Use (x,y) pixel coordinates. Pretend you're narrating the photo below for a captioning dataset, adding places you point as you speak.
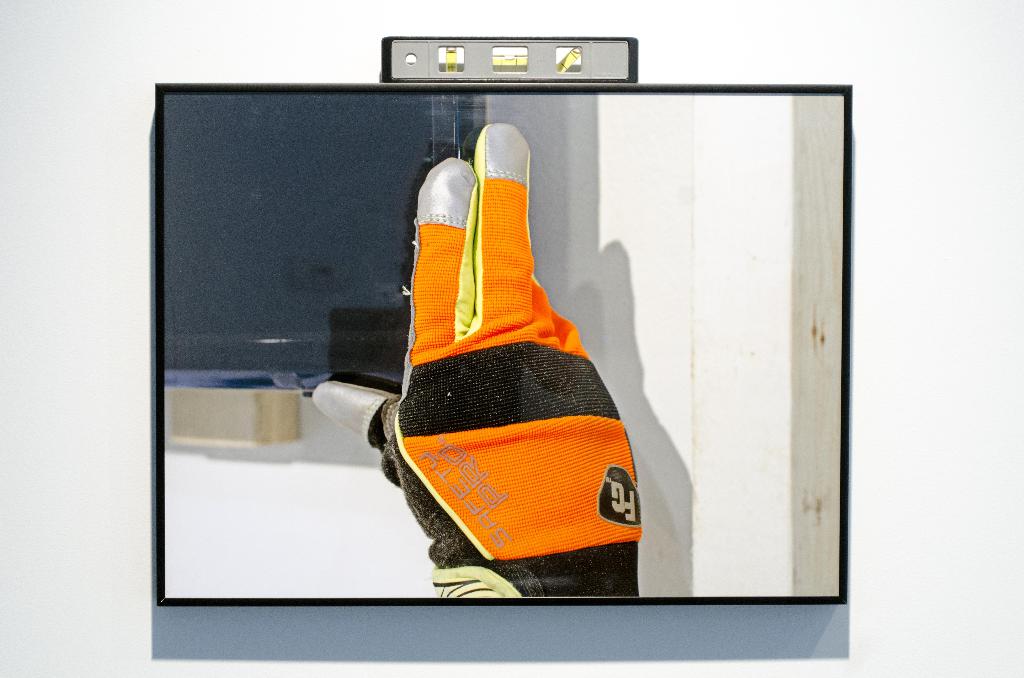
In the foreground of this image (778,232), we can see a screen (264,425) to a wall (83,390). In the screen (448,333), we can see a person's hand (473,402) wearing gloves (443,402) and holding the edge (323,363) of the monitor (368,339).
